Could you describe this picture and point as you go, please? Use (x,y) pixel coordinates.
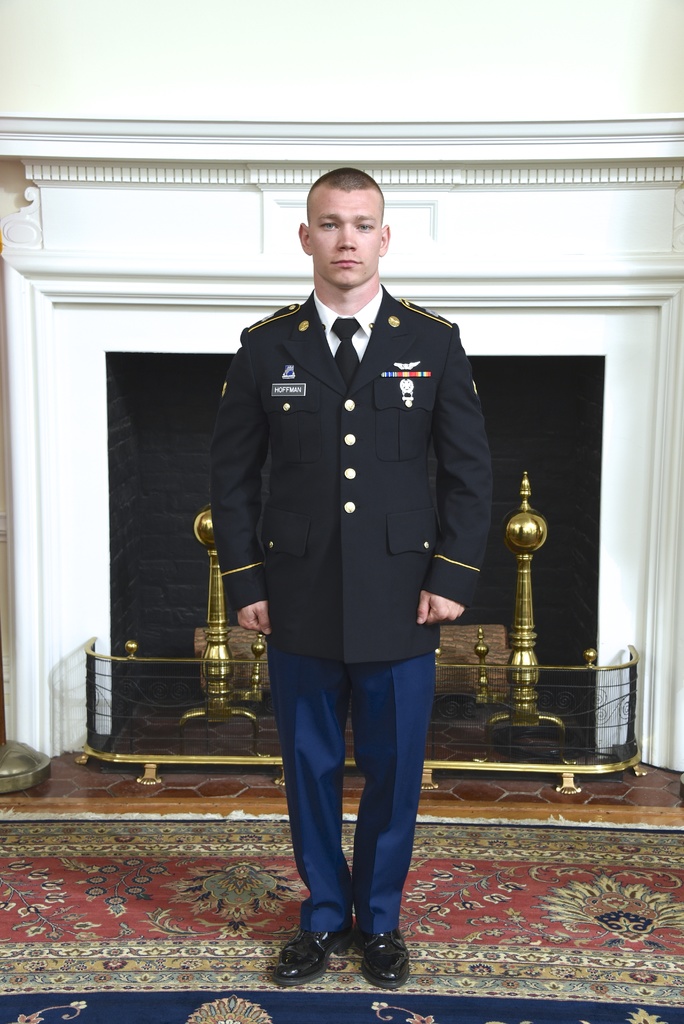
In the foreground of this image (331,339), there is a man (331,431) wearing black coat (391,532) and blue pant (374,861) standing on the floor carpet (229,937). In the background (122,476), it seems like a fireplace (165,573) and on the top (225,65), there is the wall (245,65).
